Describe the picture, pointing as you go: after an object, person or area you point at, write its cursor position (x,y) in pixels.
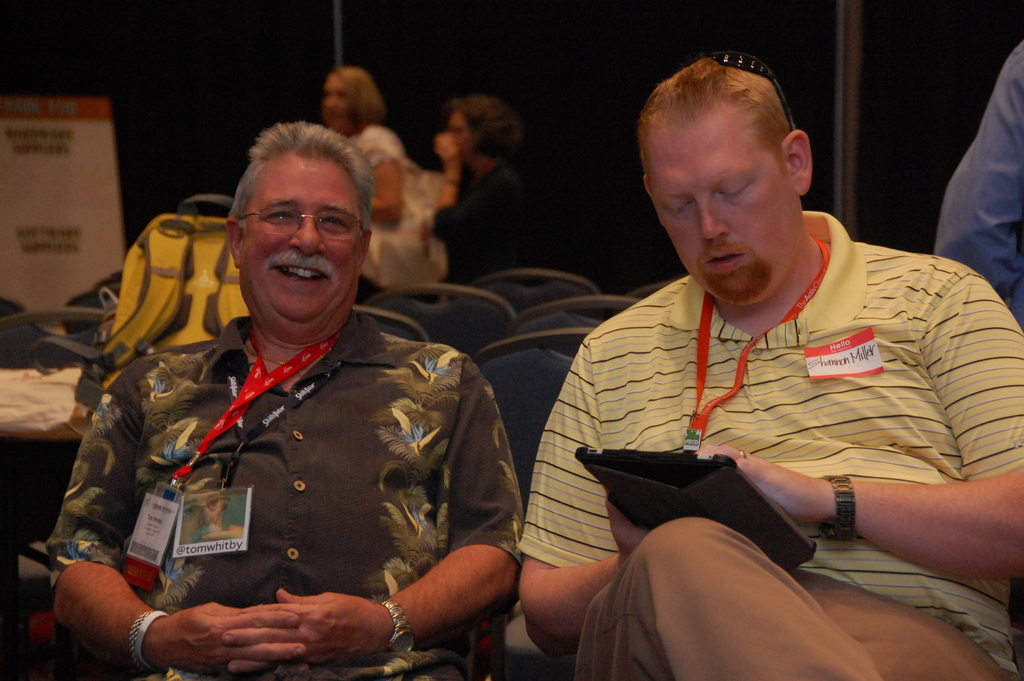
This picture shows a few men (365,413) seated on the chairs (518,386) and we see a backpack (115,314) on the table (58,382) and we see a man (300,236) wore spectacles (260,211) on his face (281,237) and men (266,217) wore id cards (163,487) and we see a man (817,531) holding a iPad (719,479) in his hand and we see couple of women (379,114) on the back (364,117) and few empty chairs (499,313) and a hoarding board (91,203) on the side.
